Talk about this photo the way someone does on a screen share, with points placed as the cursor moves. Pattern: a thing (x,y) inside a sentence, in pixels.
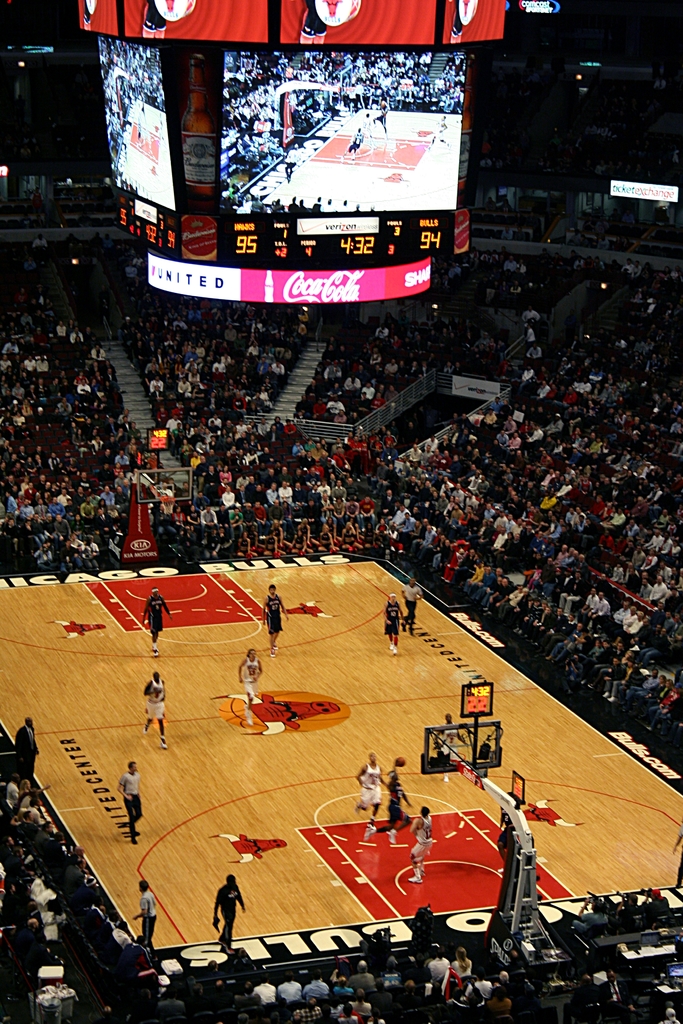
In this image we can see a basketball court (286,742). There are few people (254,691) playing. And there is a stadium (163,357). And we can see many people (307,393) sitting. Also there are steps (309,338) and there is a screen (274,151). And there is a banner (377,293).
